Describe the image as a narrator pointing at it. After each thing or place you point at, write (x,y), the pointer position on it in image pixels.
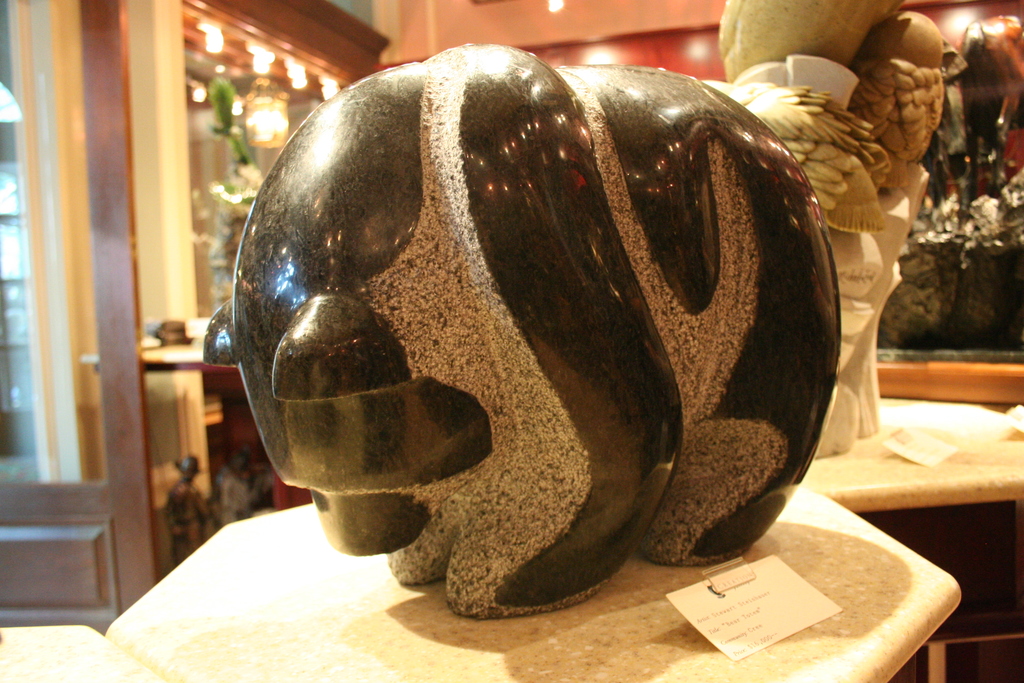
In this picture we can see some objects (639,254) are placed on the tables (516,632), behind we can see some lights (255,114).
